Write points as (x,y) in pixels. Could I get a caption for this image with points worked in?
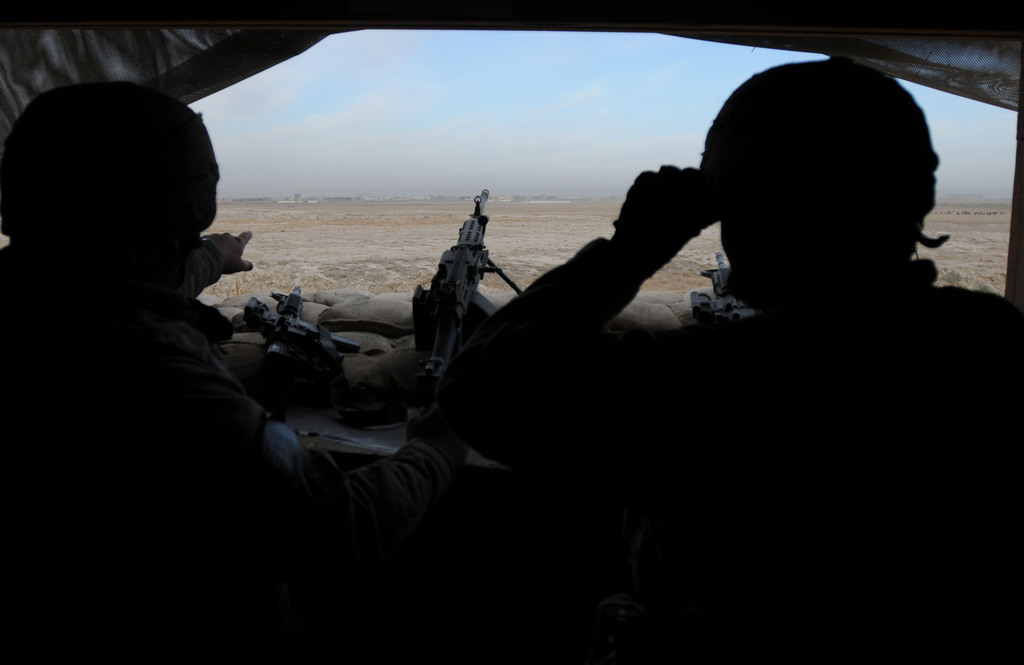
In this image I can see two people (1007,431) are near guns (466,282). I can see the sky (447,60) and few bags (393,341) in front (385,371).
